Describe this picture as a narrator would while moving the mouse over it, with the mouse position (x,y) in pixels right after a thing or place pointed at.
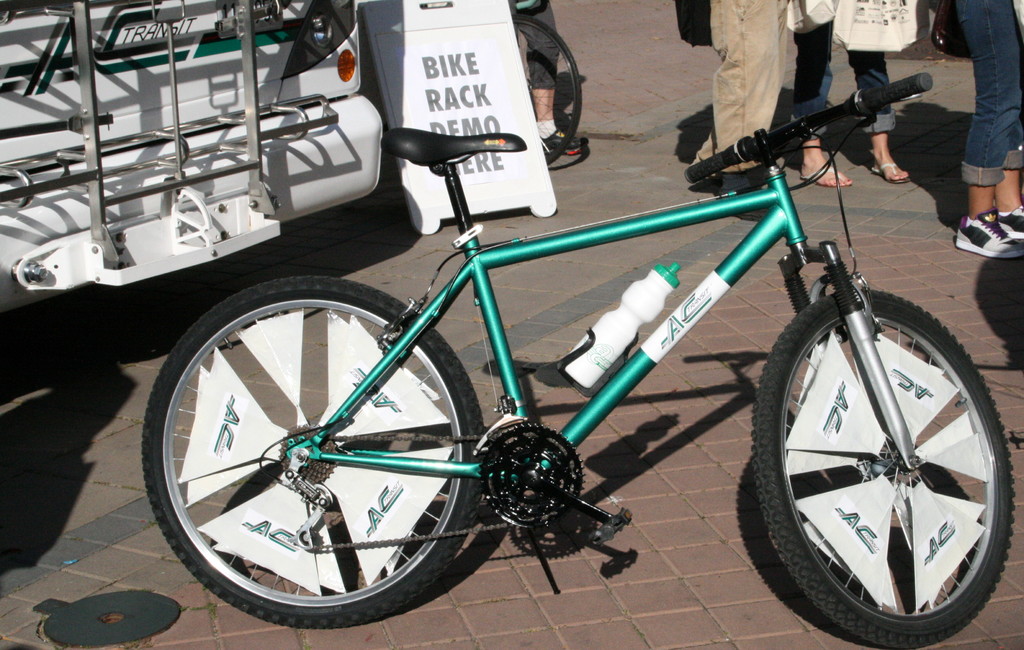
In this image in the foreground (444,355) there is a bicycle (435,368). Here is a bottle (606,324). In the background (233,220) there is a vehicle (202,135), board (451,62). Few people (543,45) are here. On the ground (738,423) there are tiles (667,499).
